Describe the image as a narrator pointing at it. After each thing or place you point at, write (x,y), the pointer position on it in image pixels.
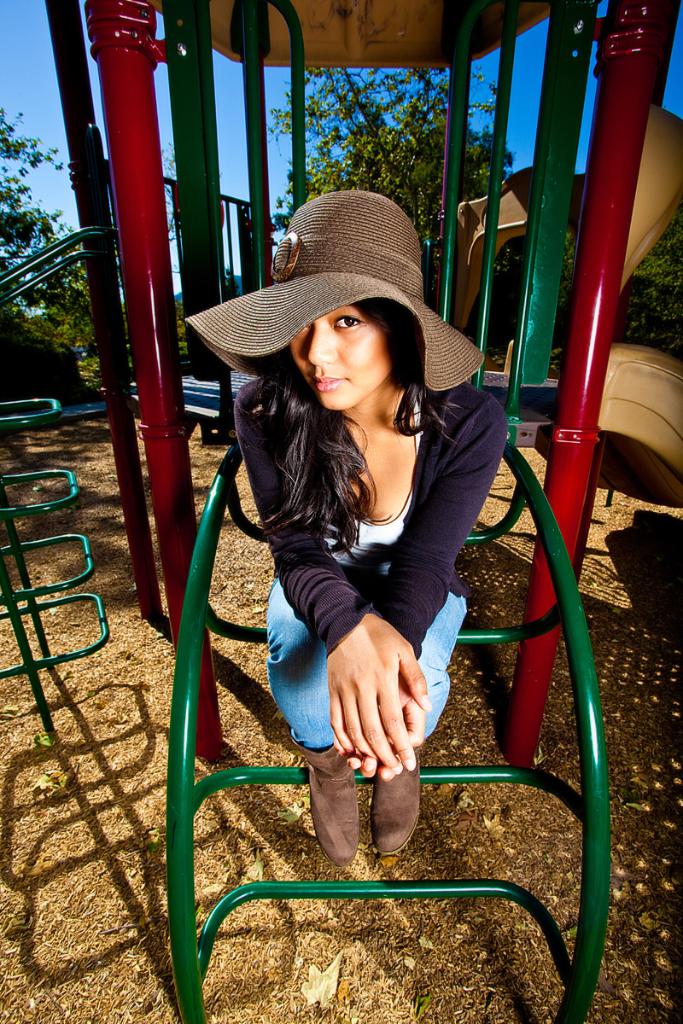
In this image I can see a woman (348,465). I can also see it looks like a playground (365,880). In the background (286,187), I can see the trees (382,174) and the sky (22,96).
